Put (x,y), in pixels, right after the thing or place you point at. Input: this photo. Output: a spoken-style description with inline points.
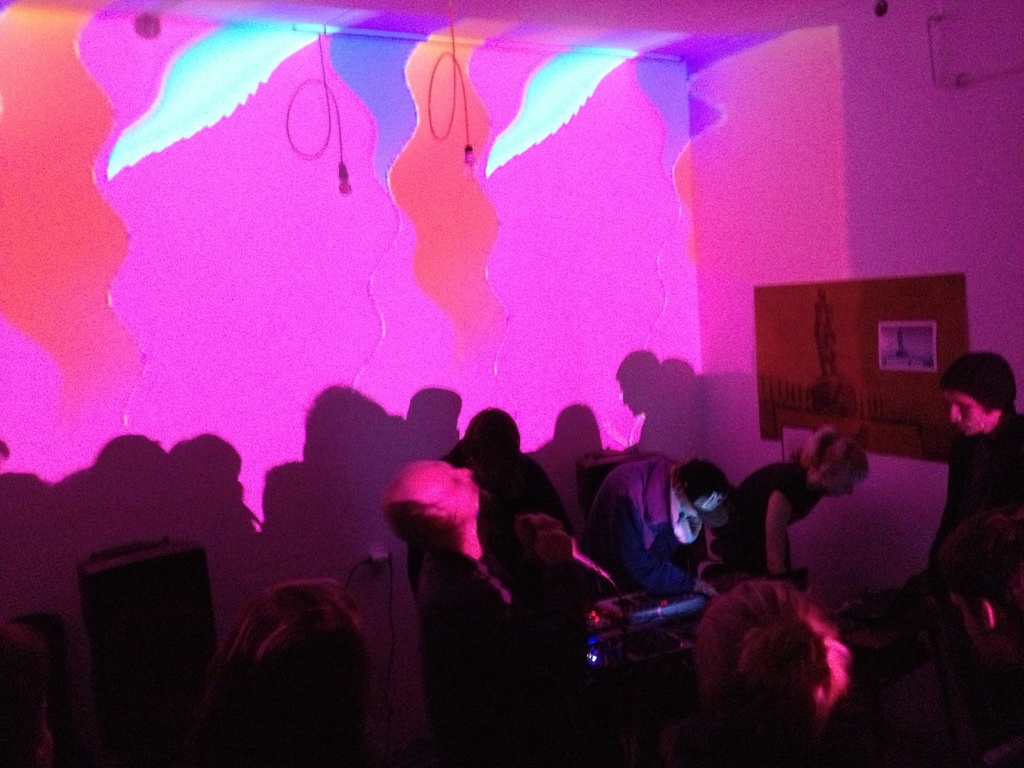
In this picture I can see a group of people (567,640). Here I can see a board (868,330) attached to the wall (897,261). I can also see some design (390,150) on the wall (374,194).
